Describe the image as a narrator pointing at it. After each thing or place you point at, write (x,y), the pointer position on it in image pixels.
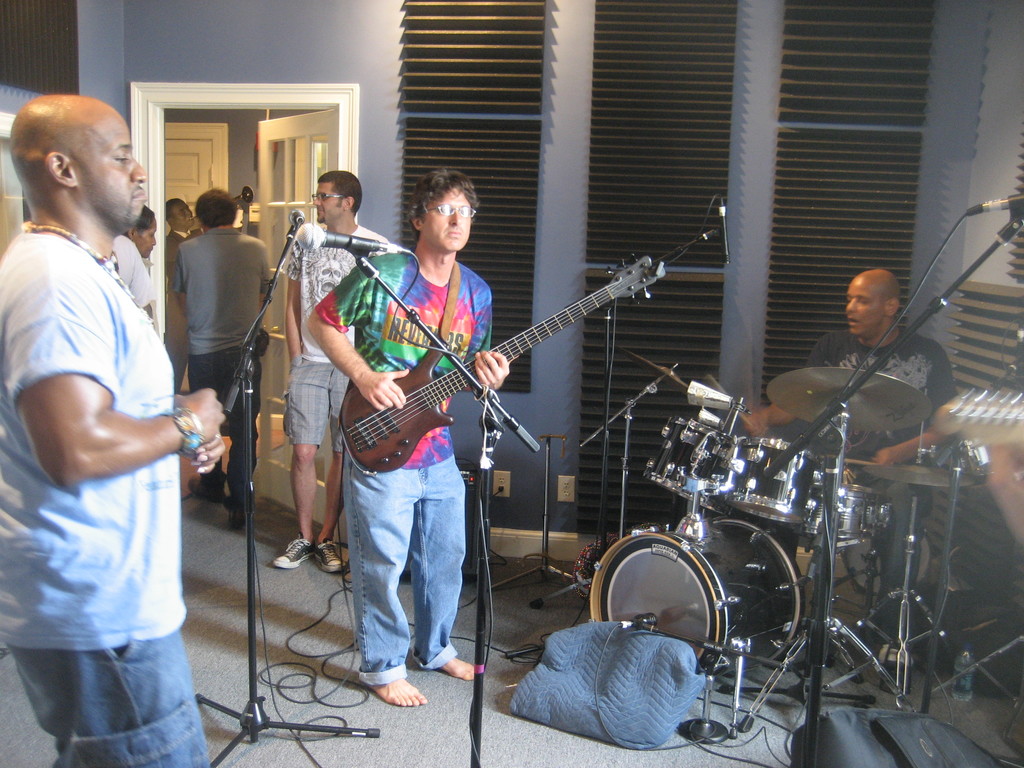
The person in the right (867,290) is playing drums (883,396) and the person (403,362) beside him is playing guitar (427,399) and the person (95,379) in the left (104,368) is standing in front of a mic (325,237) and there are few other people (235,207) in the background (217,209).
